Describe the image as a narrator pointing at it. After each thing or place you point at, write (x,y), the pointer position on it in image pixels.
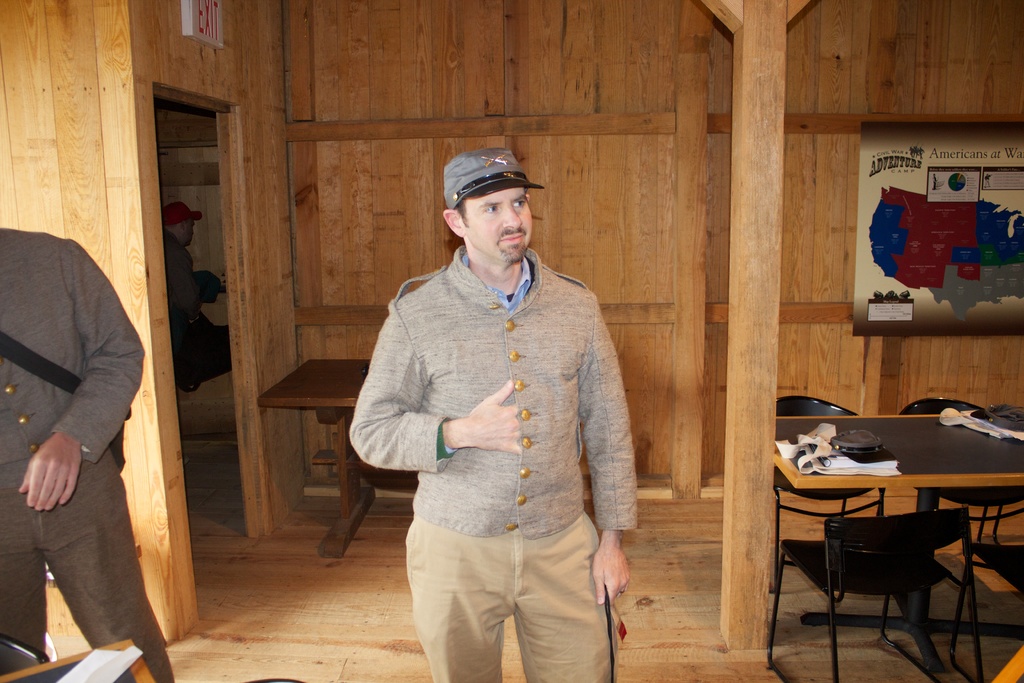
There is a man (488,590) standing at the room (552,208) and beside him near the pillar (741,409) there is a table (936,444) and chairs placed and above that there is a poster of the maps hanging and on the opposite side there is other man (157,645) standing and behind there is a room (196,424) in which a man (179,276) is sitting.
